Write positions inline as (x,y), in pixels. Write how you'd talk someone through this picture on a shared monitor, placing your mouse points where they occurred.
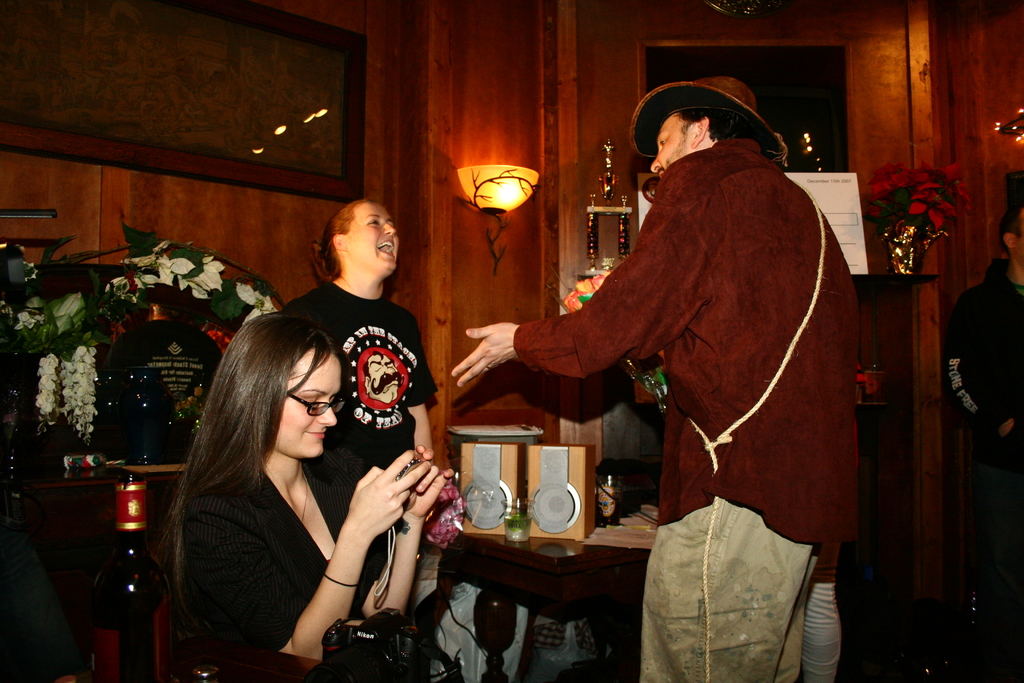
This image consists of four persons (752,383). The man (688,417) is wearing brown shirt (743,432). In the background (444,155), there is a wall (503,94) on which there are frames (182,140). To the left (139,237), there is a plant (19,333) kept on a table (49,475). In the middle (568,447), there are speakers (556,490).
